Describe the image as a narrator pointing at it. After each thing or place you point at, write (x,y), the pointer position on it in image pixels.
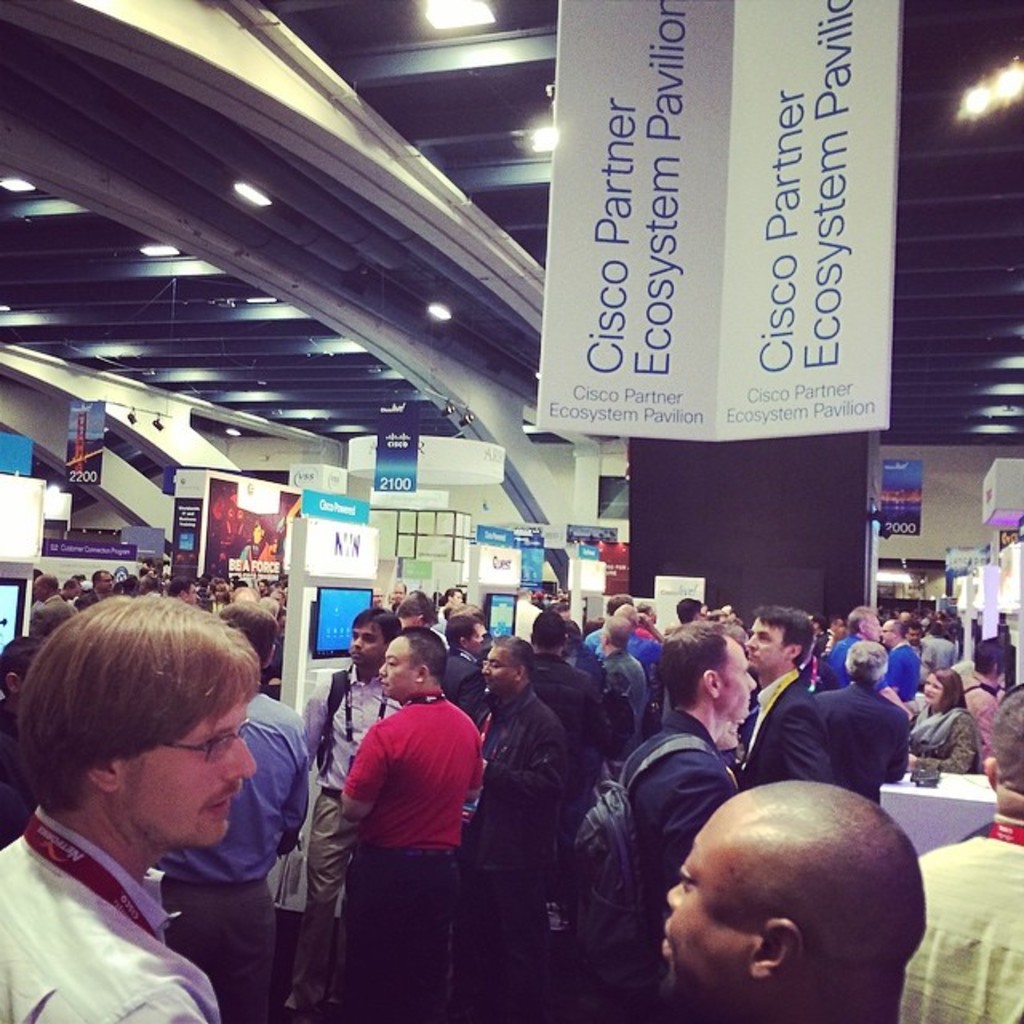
In the image we can see there are people (371,627) standing and there are tv screens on the wall (713,539). There are banners (782,298) hanging from the top and there are lights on the roof (267,364).
